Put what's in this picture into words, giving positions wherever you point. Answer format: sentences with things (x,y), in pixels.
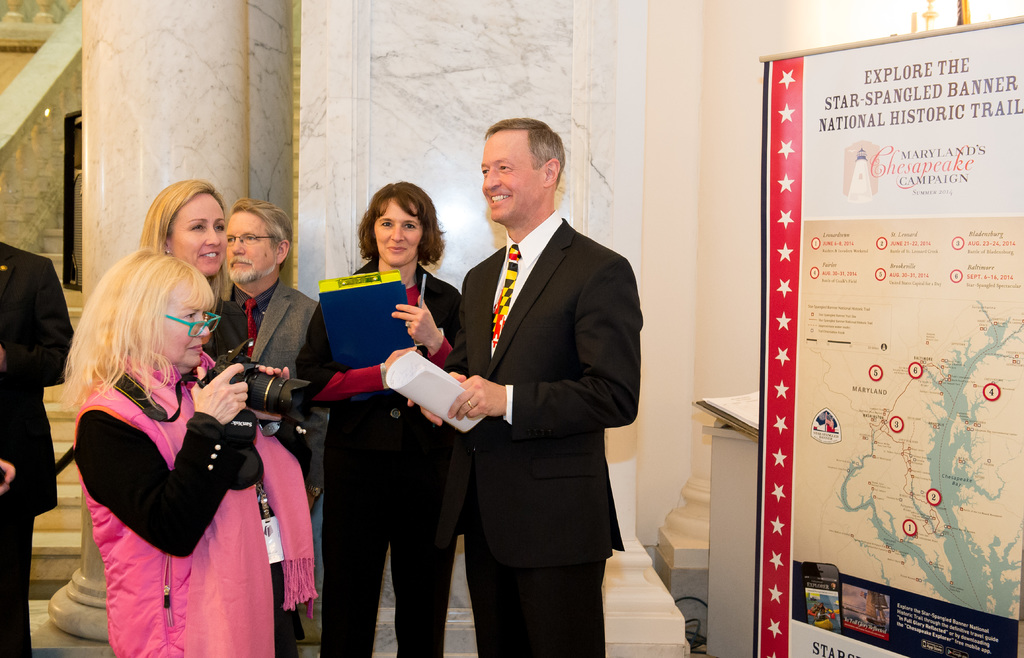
In this picture I can see the banner (783,319) on the right side (847,259). I can see a woman (298,514) holding the camera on the left side (210,393). I can see people (369,580) standing. I can see the pillar (120,165).
